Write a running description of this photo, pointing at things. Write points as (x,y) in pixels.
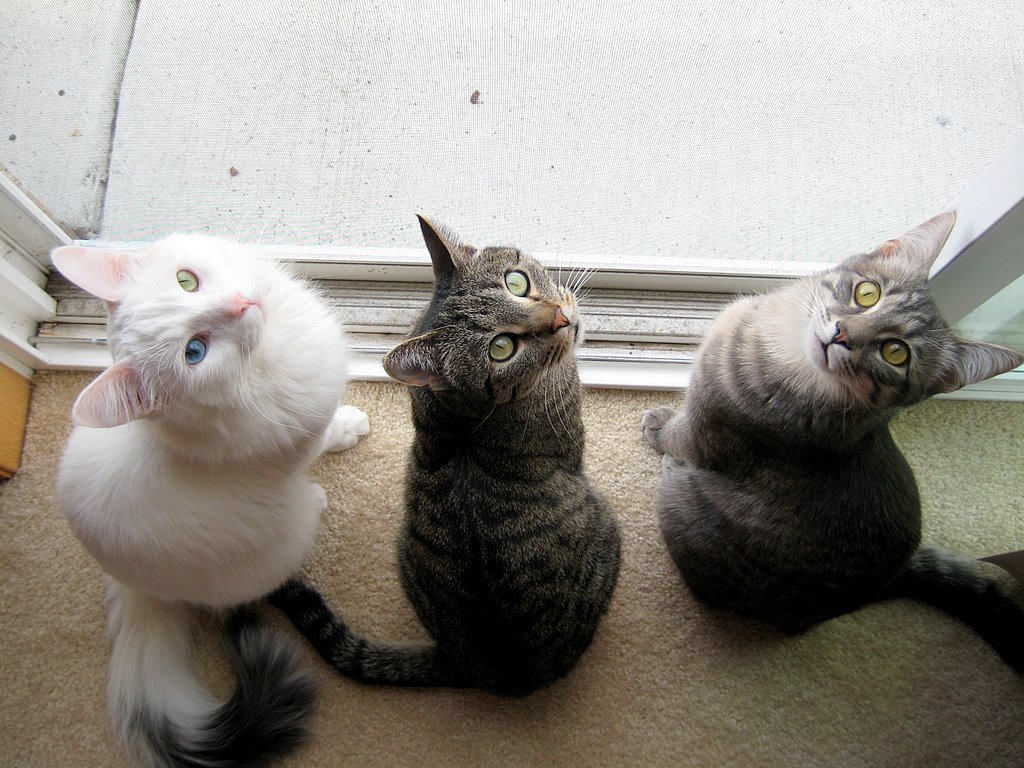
In this image there are three cats (173,436) on the carpet (4,498).
